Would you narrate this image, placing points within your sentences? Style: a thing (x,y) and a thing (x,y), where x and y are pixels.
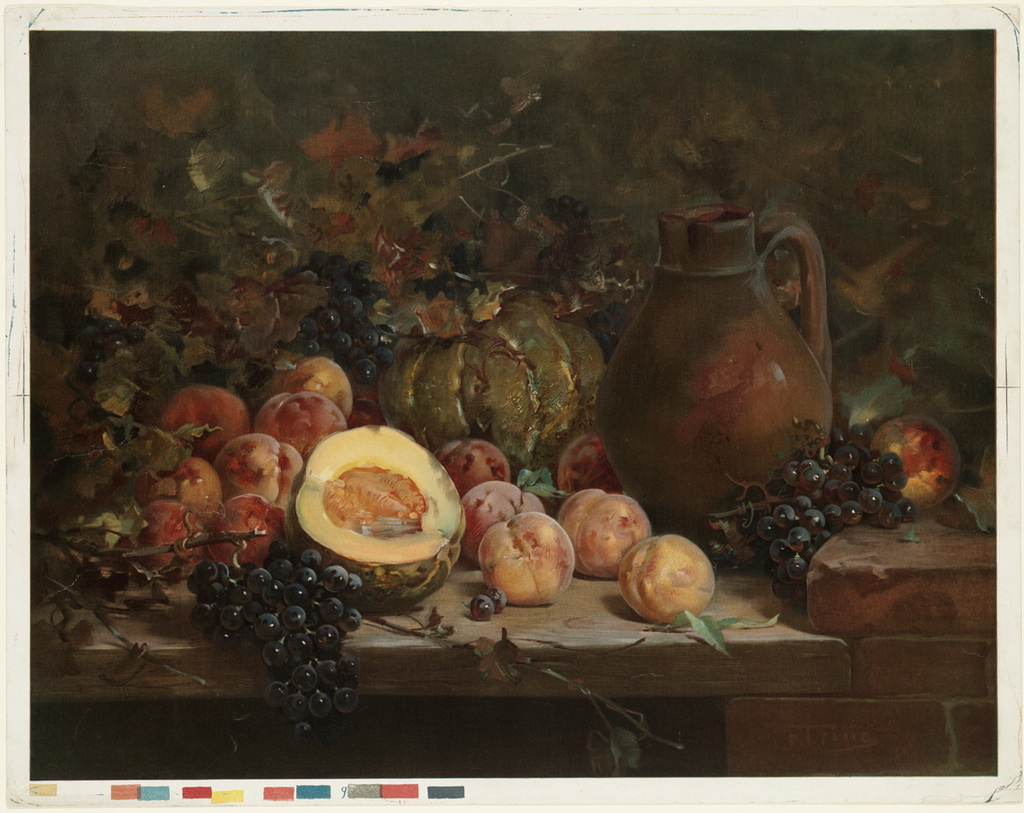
Here we can see a painting (266,366). On this table (795,643) there is a jug (712,418), grapes (334,616) and fruits (319,432).
